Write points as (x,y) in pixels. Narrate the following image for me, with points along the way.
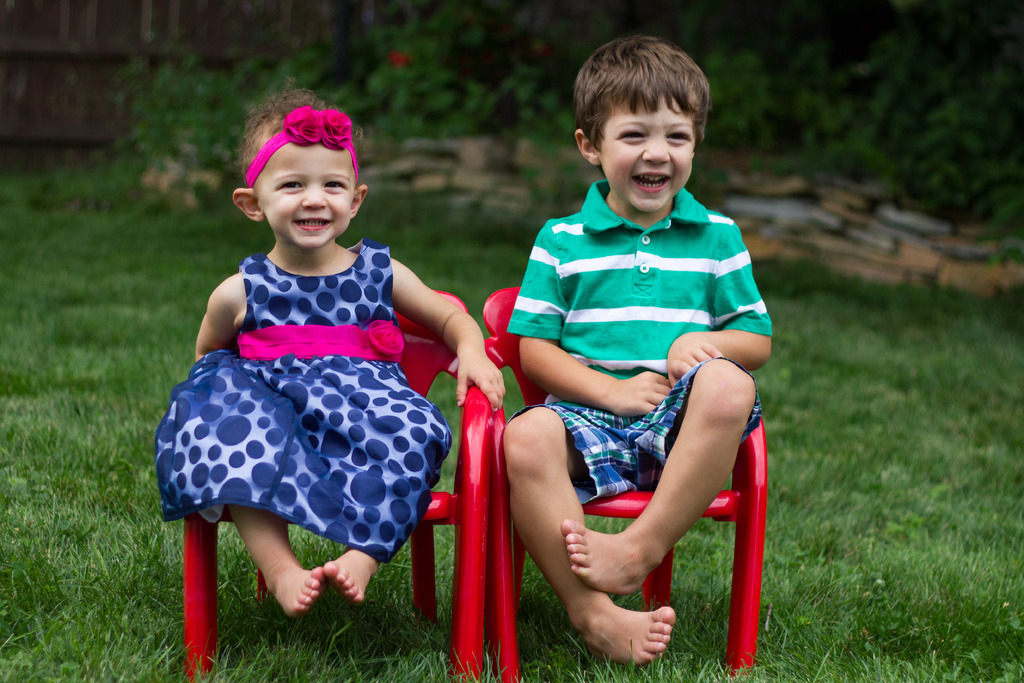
In the image we can see there are two kids (390,473) who are sitting on red colour chair (500,502) and a ground (37,386) is covered with grass (86,412).
